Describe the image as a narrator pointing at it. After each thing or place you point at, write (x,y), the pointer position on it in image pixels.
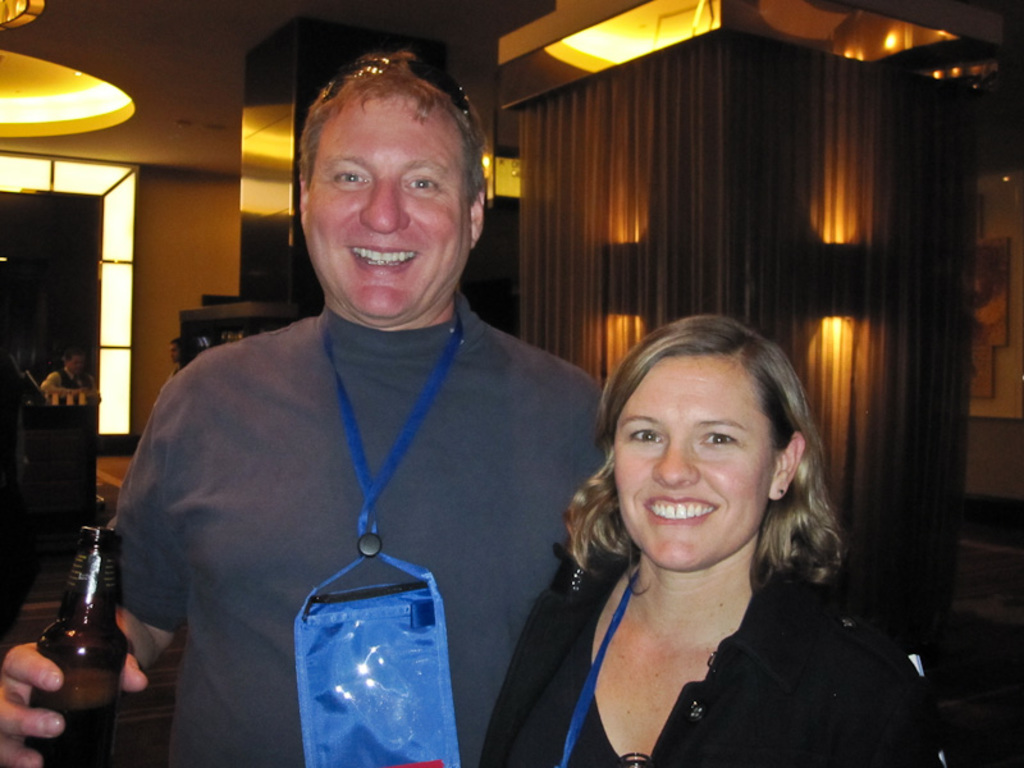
In the picture we can see a man (478,409) and a woman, they both are smiling with wearing a tags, man (395,399) is holding a beer bottle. In the background (940,354) we can see a curtain (578,172), walls (13,277), pillars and lights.
